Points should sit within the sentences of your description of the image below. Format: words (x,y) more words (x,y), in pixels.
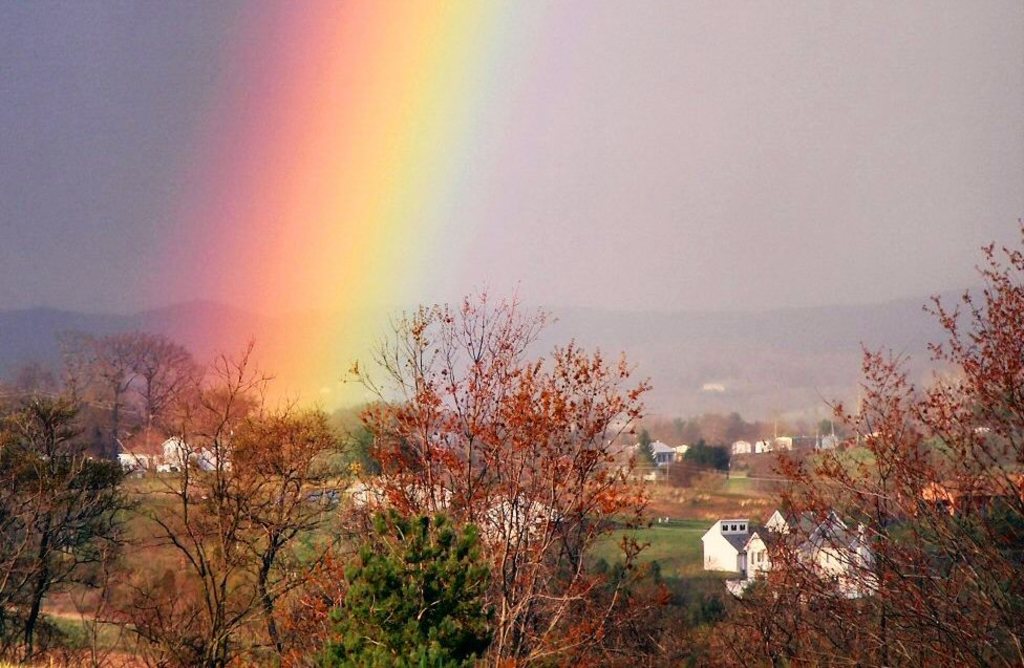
At the bottom of the image (224,615), we can see trees (631,559), grass (665,539) and buildings (806,546). At the top of the image (704,113), we can see the sky (872,113) and a rainbow (263,236). In the background (308,318), we can see mountains (188,311).
